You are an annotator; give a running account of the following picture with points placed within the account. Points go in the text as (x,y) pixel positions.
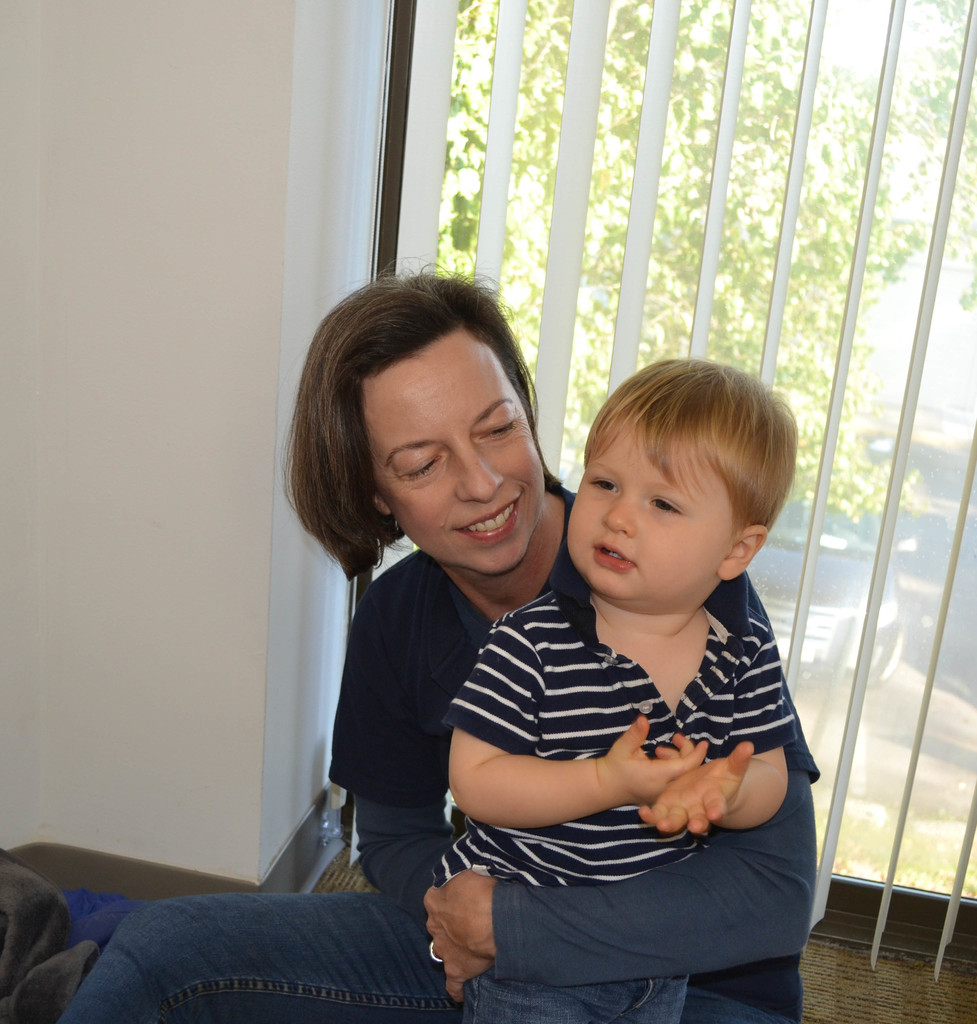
In this image I can see a person (427,670) wearing black t shirt (386,652) is holding a baby (481,792) who is wearing black and white t shirt (555,681) and jeans (543,1006). In the background (532,247) I can see a window (670,354) through which I can see few trees (737,139) and a car (850,580) on the ground (931,628) and I can see the white colored wall (135,280) and the window blind (441,132).
